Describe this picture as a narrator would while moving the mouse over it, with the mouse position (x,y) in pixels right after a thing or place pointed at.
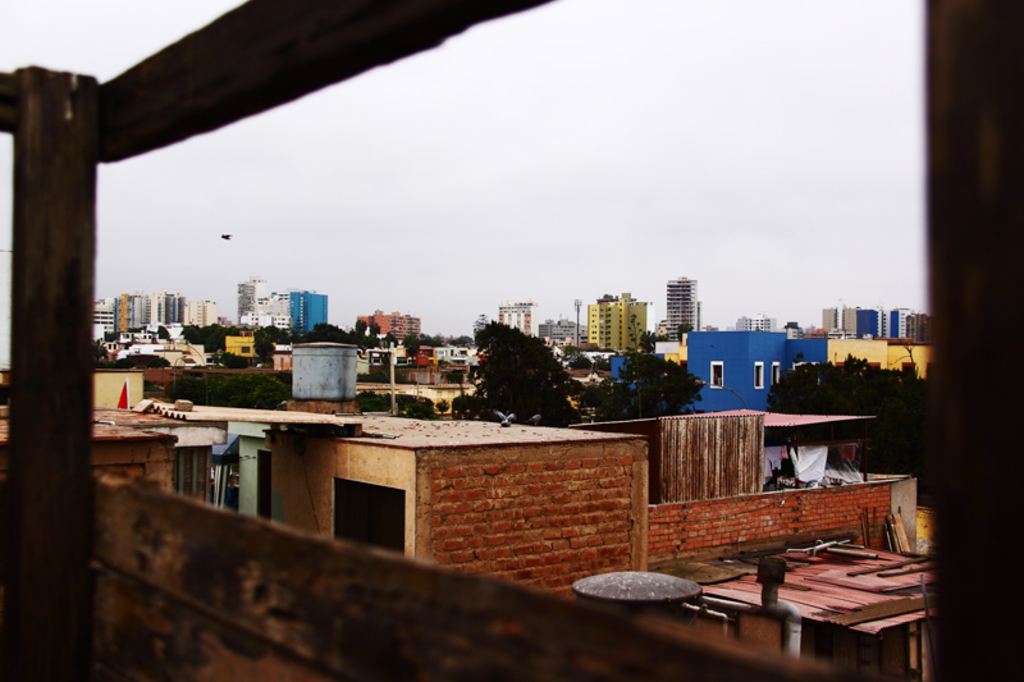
In this picture I can see the buildings (544,537), trees (659,385) and shed (678,423). On the left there is a bird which is flying in the air (589,240). In the background (601,141) I can see the sky (592,152) and clouds (600,161). In the center (348,395) I can see the water barrels (338,366).
